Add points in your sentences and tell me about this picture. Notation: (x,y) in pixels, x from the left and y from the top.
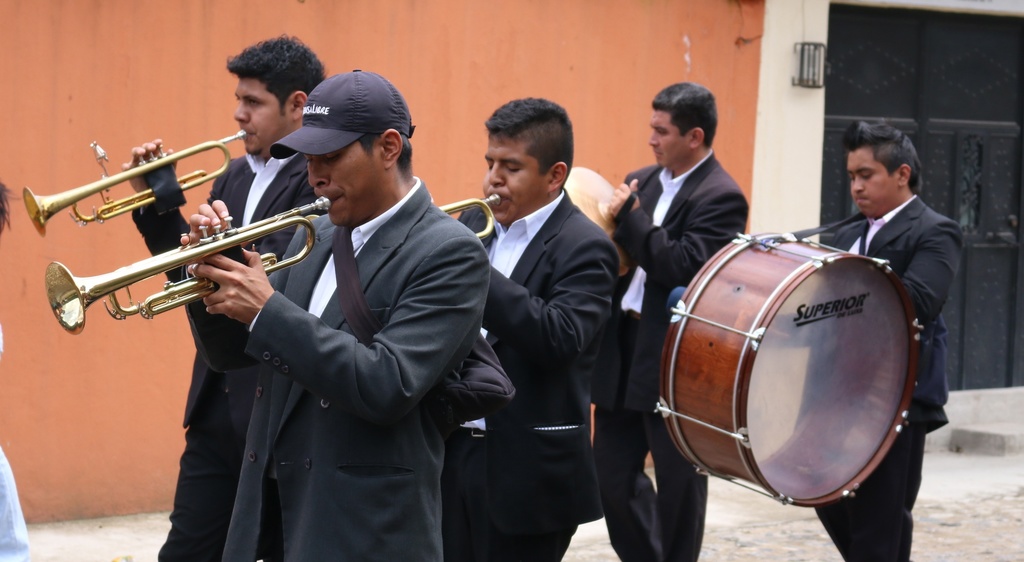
In this image there are people (556,314) on the floor (964,486). They are holding the musical instruments (758,366). Background (12,148) there is a wall (571,108). Left side (295,149) there is a person (318,168) wearing a cap (342,118).
